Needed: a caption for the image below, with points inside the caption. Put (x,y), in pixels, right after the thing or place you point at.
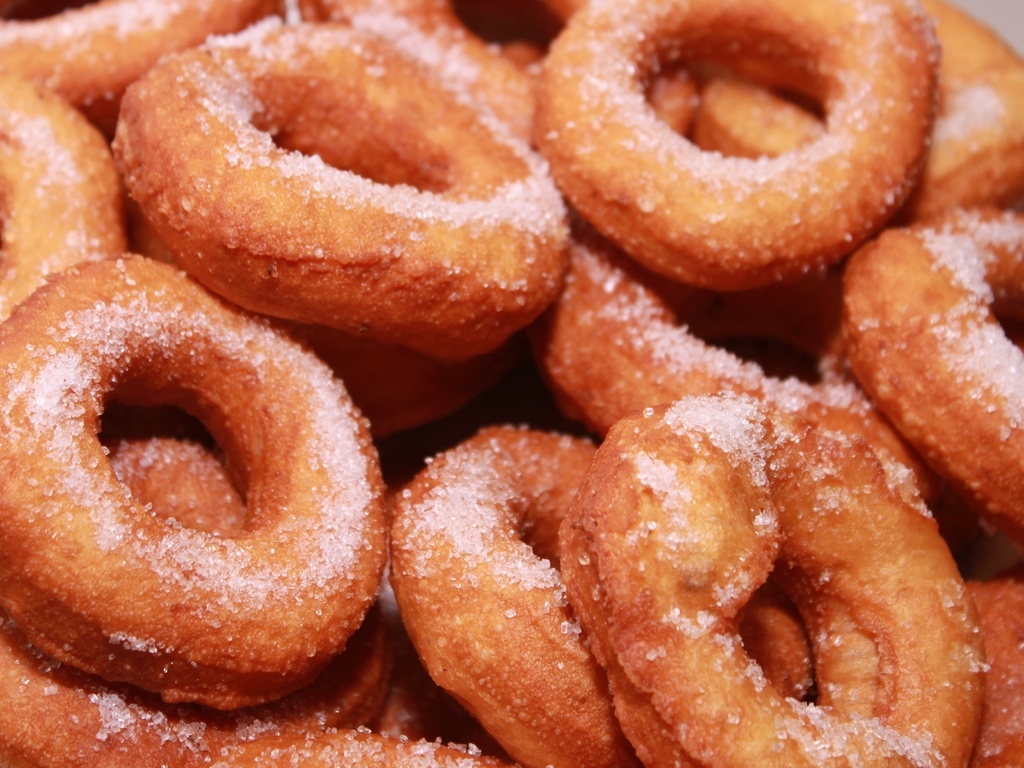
There are doughnuts (428,544) with sugar topping (78,338).
